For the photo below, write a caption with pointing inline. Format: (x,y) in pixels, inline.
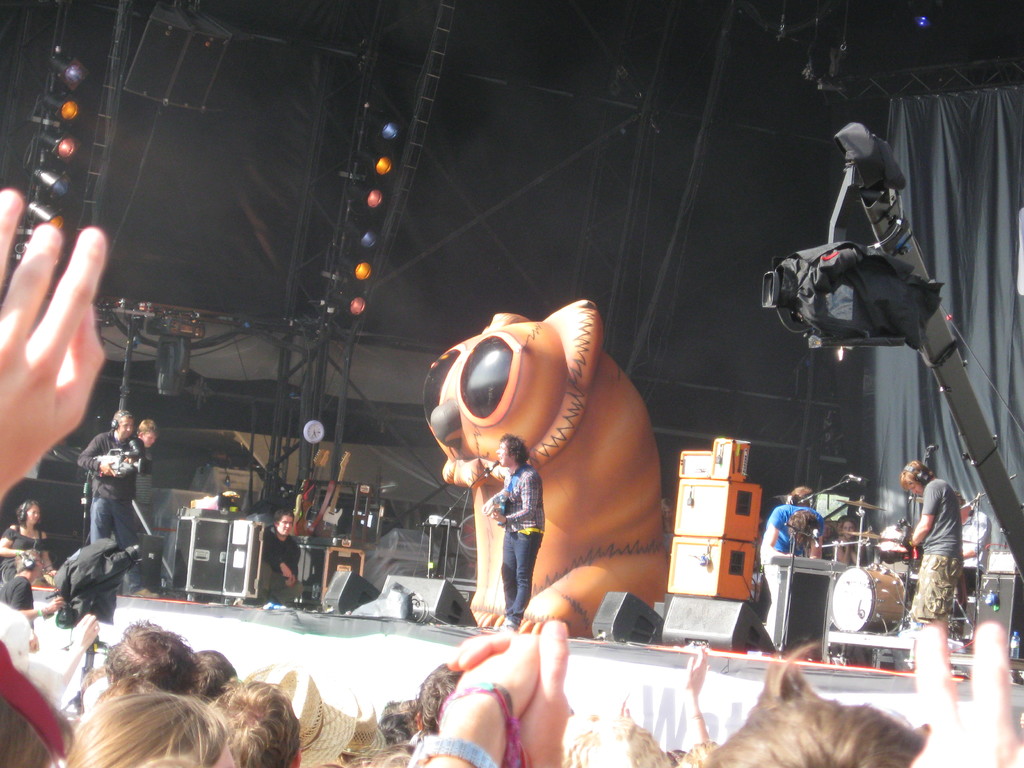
In this image there are a group of persons (407,750) towards the bottom of the image (893,743), there is a stage (603,676), there are persons (496,508) on the stage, there are objects (474,500) on the stage (572,650), there are objects (912,312) towards the right of the image (873,261), there is a curtain (961,333) towards the right of the image (1000,373), there are lights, there is a wall (610,134) towards the top of the image (519,137).
